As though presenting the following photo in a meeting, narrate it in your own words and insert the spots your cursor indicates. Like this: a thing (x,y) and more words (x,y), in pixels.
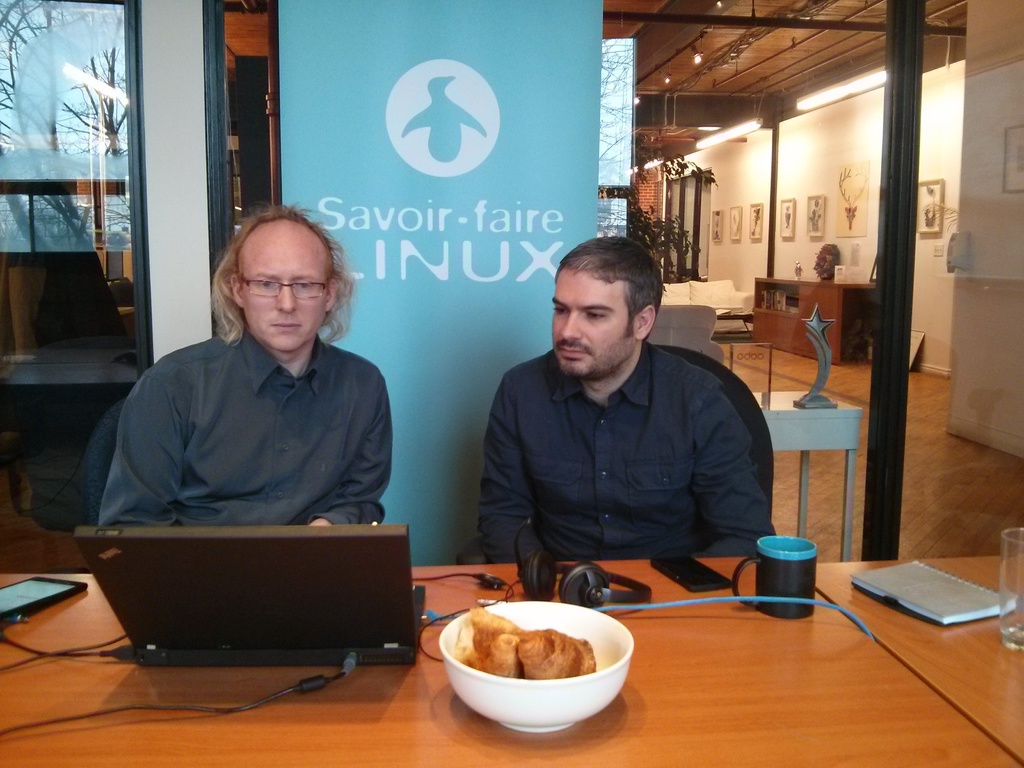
There are two persons (372,413) sitting on the chairs (471,551). This is table (863,710). On the table (852,720) there is a laptop (230,615), mobile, bowl (542,636), and a cup (762,611). This is floor (946,532) and there is a banner (510,195). On the background (810,204) there is wall (917,248) and these are the frames (819,214). This is pole (910,139) and there are lights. And this is glass (32,167).
